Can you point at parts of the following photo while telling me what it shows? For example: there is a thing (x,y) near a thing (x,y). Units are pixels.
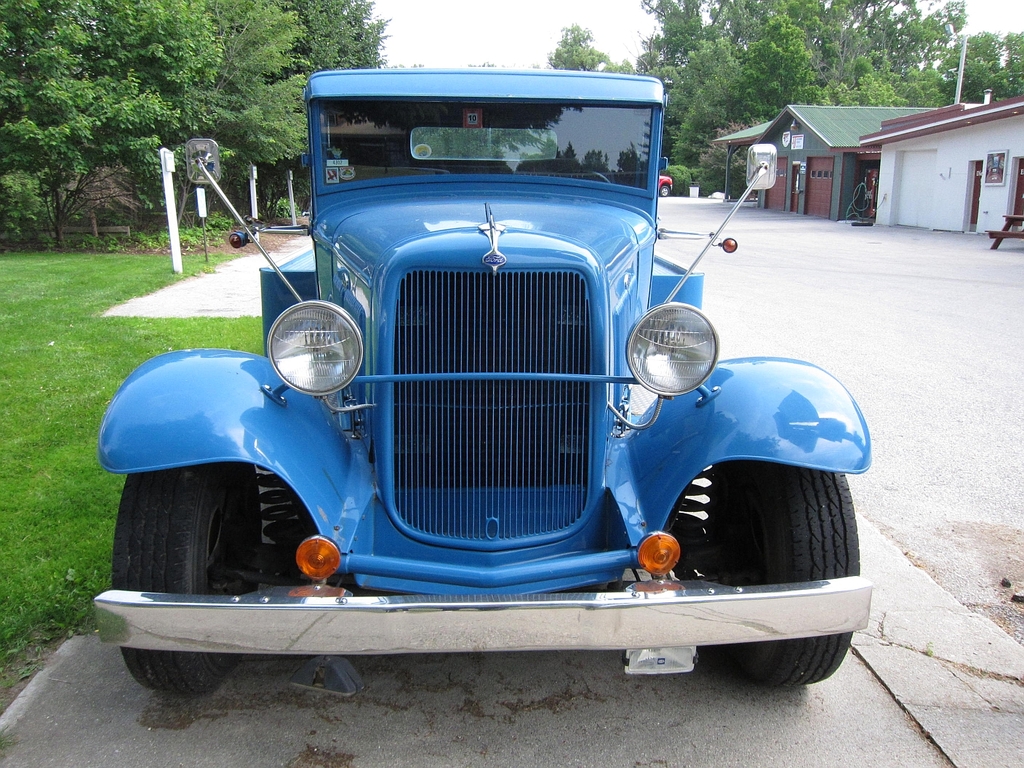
In this image we can see two houses (946,181), some objects (796,139) are attached to the houses (728,172), one road (998,447), two vehicles (323,354) and some objects (860,218) are on the surface (1010,457). There are some trees (259,108), plants (282,207), bushes (268,204) and green grass (41,425) on the ground (733,205). At the top (487,7) there is the sky (517,50).
